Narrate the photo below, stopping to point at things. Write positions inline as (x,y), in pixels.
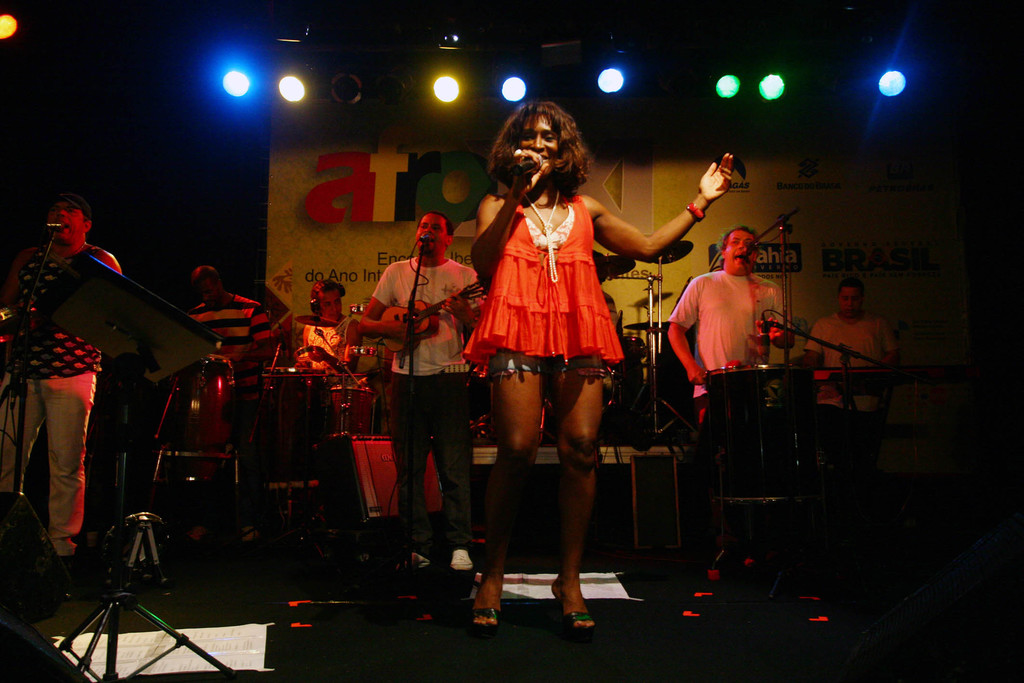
In this image we can see a group of people (572,147) who are playing a musical band (458,528). They are singing on a microphone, playing a guitar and playing a snare drum (317,371) with drum sticks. In the background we can see a lighting arrangement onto the roof (701,52).
